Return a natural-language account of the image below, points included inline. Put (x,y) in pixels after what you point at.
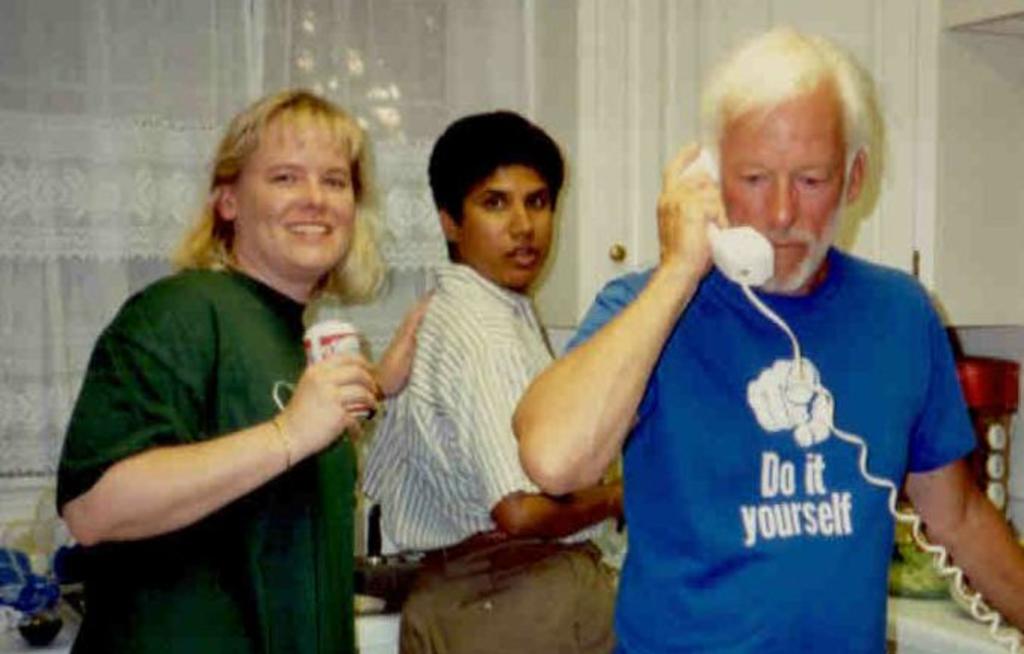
As we can see in the image there are three people (230,318). The man (827,315) standing on the right side (837,229) is wearing blue color t shirt (825,475) and holding a telephone (781,318).
